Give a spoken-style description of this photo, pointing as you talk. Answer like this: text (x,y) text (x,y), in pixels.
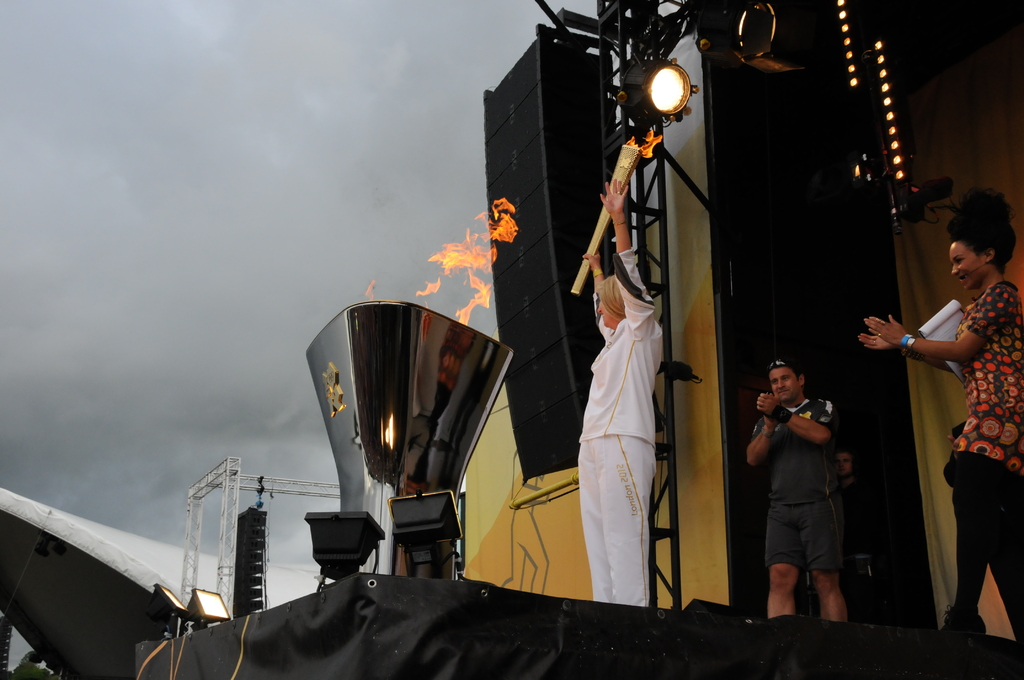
In this image we can see few people (965,349) on the stage (729,475) and holding some objects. There are many objects (760,58) in the image. There are few lights (419,563) in the image. We can see the cloudy sky (288,221) in the image. There is a fire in the image.
